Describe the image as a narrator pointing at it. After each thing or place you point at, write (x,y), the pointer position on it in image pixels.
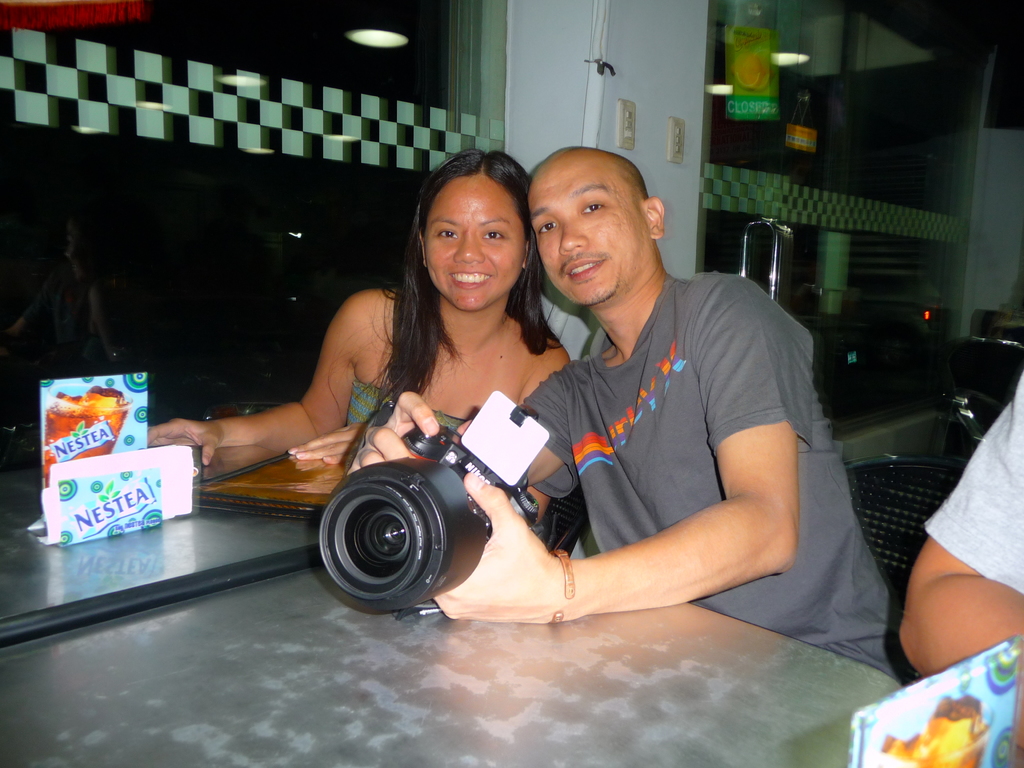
in this a picture we can see a woman (514,326) and man (674,371) sitting together, a man (642,472) holding a camera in his hand (476,617), there was a table (272,677) in front of them.
